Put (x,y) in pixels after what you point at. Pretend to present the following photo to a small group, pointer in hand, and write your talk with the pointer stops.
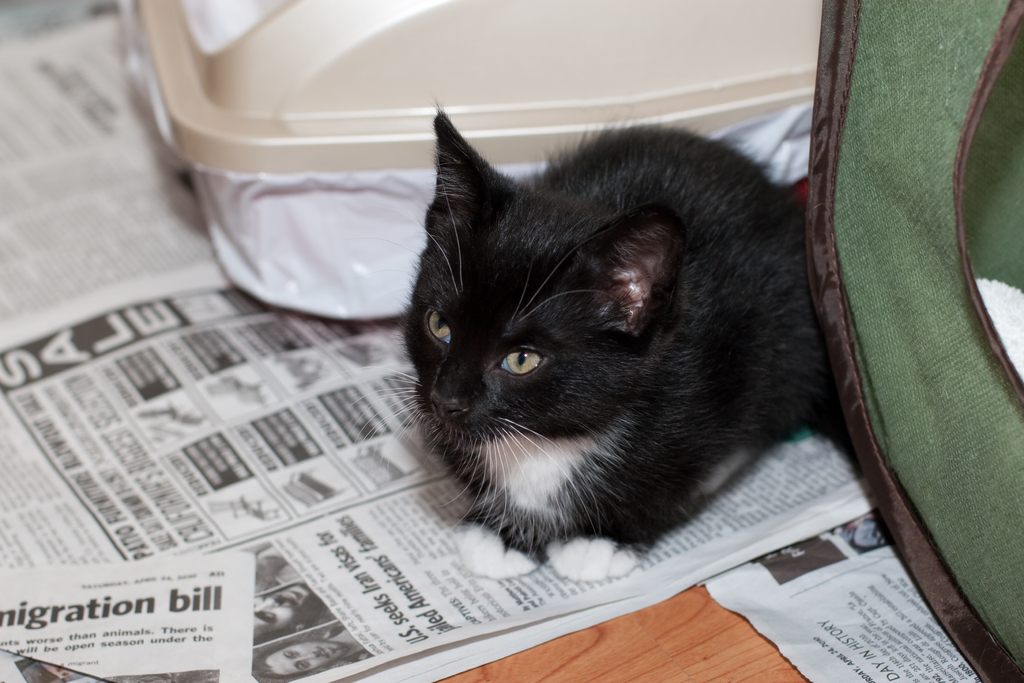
In the foreground of this image (596,458), there is a black cat (598,474) sitting on a paper (341,573). On the right (932,301), there is a green object (908,159) and at the top (555,30), there is a cream color object (574,39). At the bottom (717,660), there is the wooden surface (694,669).
